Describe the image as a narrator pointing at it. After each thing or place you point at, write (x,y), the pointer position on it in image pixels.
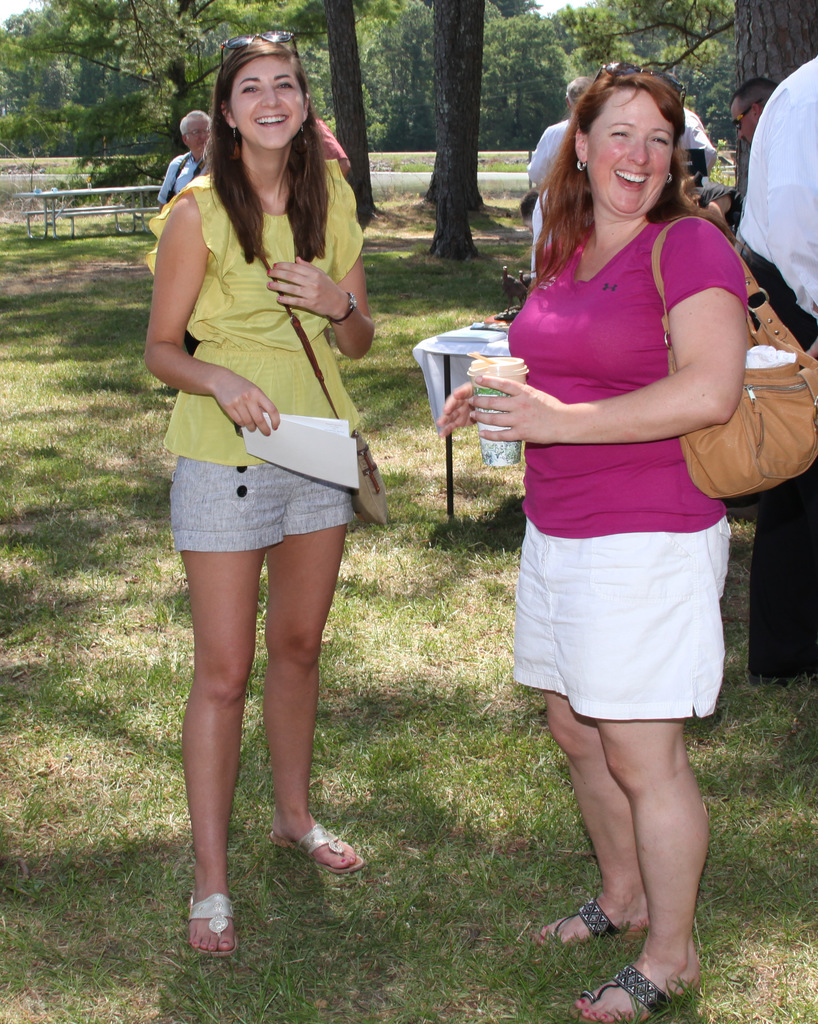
In this image I can see a woman (632,399) wearing pink and white colored dress (616,586) and brown color bag (700,465) is standing and holding a cup (489,392) in her hand (500,402) and another woman (294,361) wearing grey and yellow colored dress (278,382) is standing and holding few papers (294,419) in her hand (232,405). In the background (732,199) I can see few persons (788,264) standing, a table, a bench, few trees (417,7) which are green in color, the road (422,178) and the sky (550,1).
